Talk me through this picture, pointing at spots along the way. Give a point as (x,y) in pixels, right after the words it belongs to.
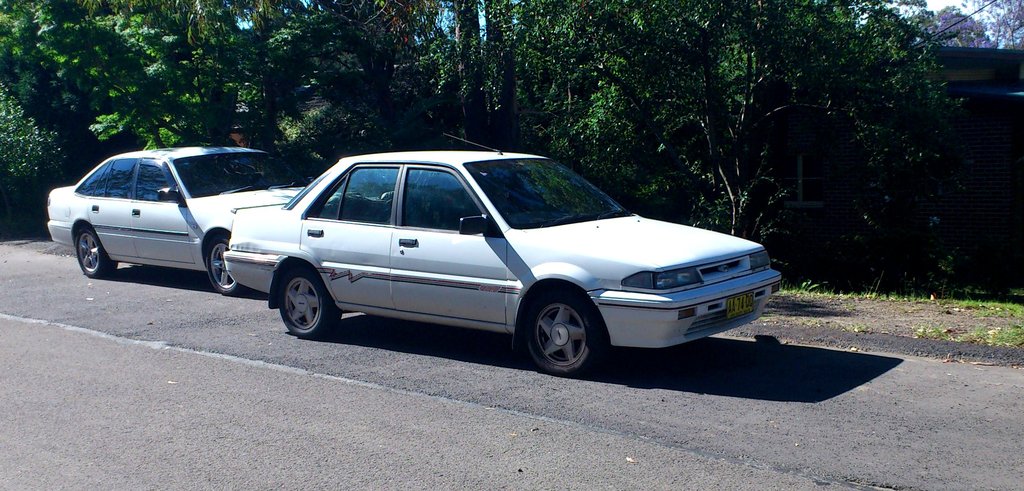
In this image we can see two white color cars (489,312) are parked on the side of the road (34,270). In the background (420,50), we can see the trees (691,26) and wires (924,41) here.
